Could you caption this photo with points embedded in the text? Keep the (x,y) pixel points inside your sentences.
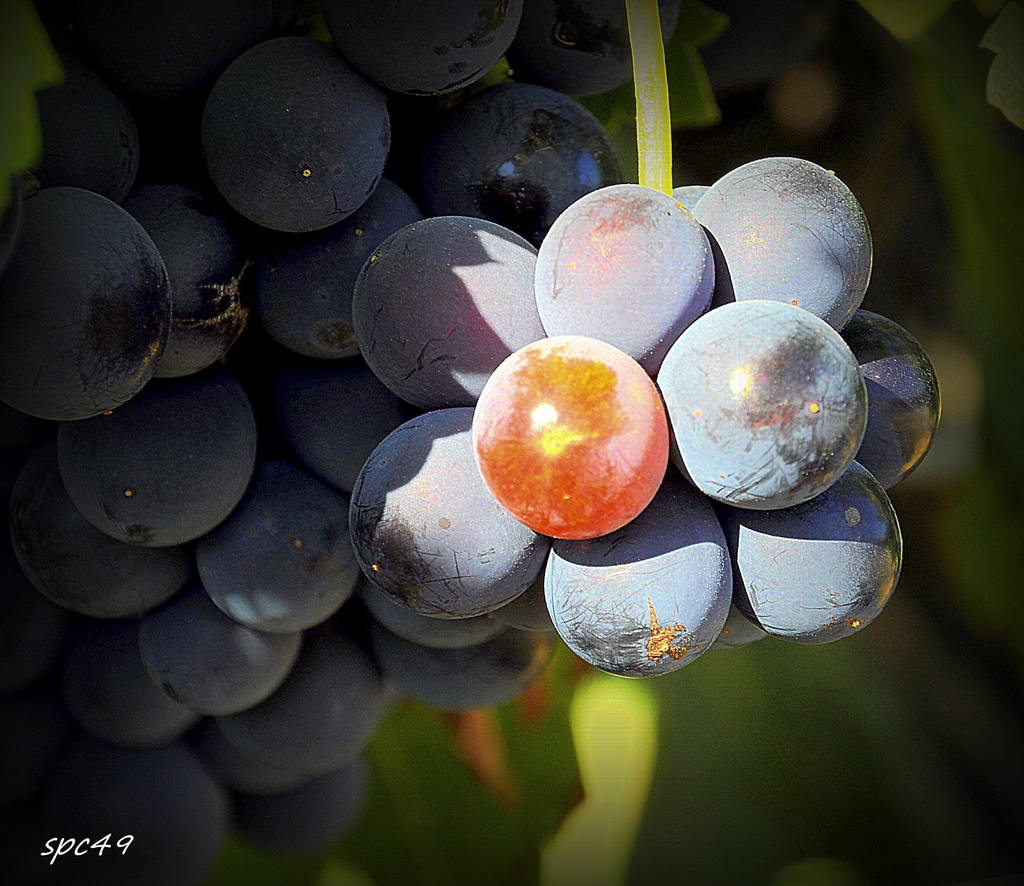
In this image there are black grapes (409,379) and the background of the image (993,788) is blur. There are some letters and numbers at the bottom of the image (81,849).
